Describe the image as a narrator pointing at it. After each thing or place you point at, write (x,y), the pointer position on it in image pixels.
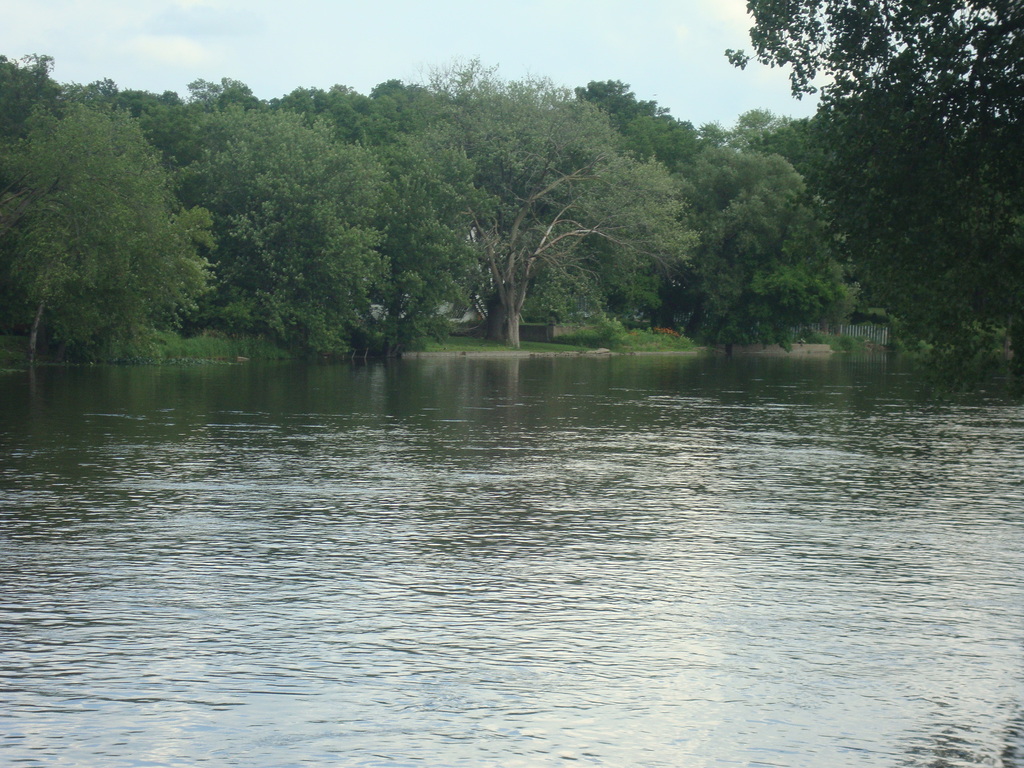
In this image there is water (615,585) in the middle (642,497). In the background (621,199) there are trees (608,162). At the top (491,48) there is the sky (439,44).
